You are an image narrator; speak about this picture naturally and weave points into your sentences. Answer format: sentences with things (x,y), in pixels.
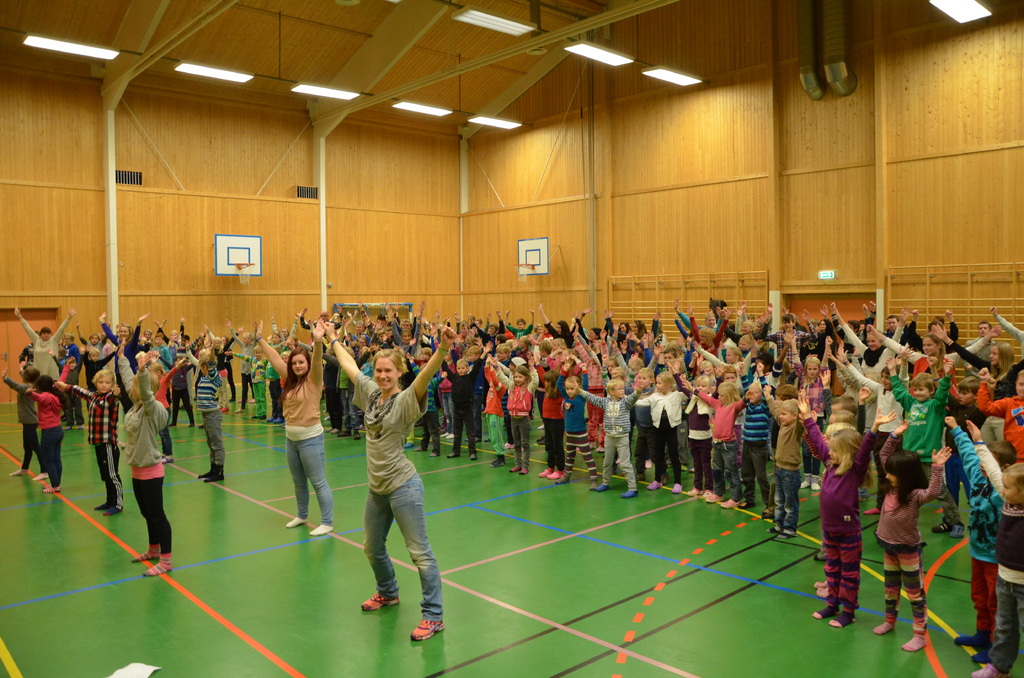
This picture is an inside view of a building (424,187). In this picture we can see a group of people (601,339) are standing and raising the hands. At the bottom of the image (613,552) we can see the floor (489,552) and paper (136,675). In the background of the image (611,298) we can see the wall (313,249), basketball hoops (241,263), doors (16,361), board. At the top of the image (233,24) we can see the roof (441,29) and lights (498,25).
